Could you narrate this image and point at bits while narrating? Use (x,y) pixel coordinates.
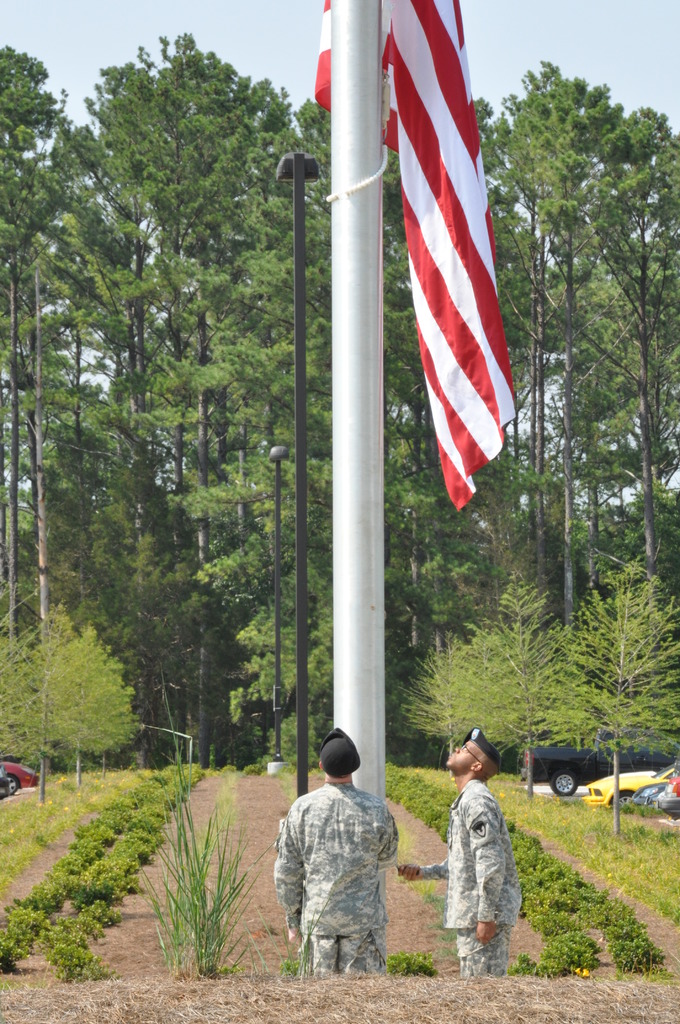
In this image in the center (341,572) there is one pole (349,395) and flag (424,20), and there are two people (325,876) standing. And at the bottom (554,935) there is dry grass (370,996), sand (260,833), plants (159,827) and on the right side (670,767) and left side (6,773) there are some vehicles (16,771), and plants (136,854). And in the background (420,505) there are trees (79,716), at the top (264,12) there is sky (297,8).
